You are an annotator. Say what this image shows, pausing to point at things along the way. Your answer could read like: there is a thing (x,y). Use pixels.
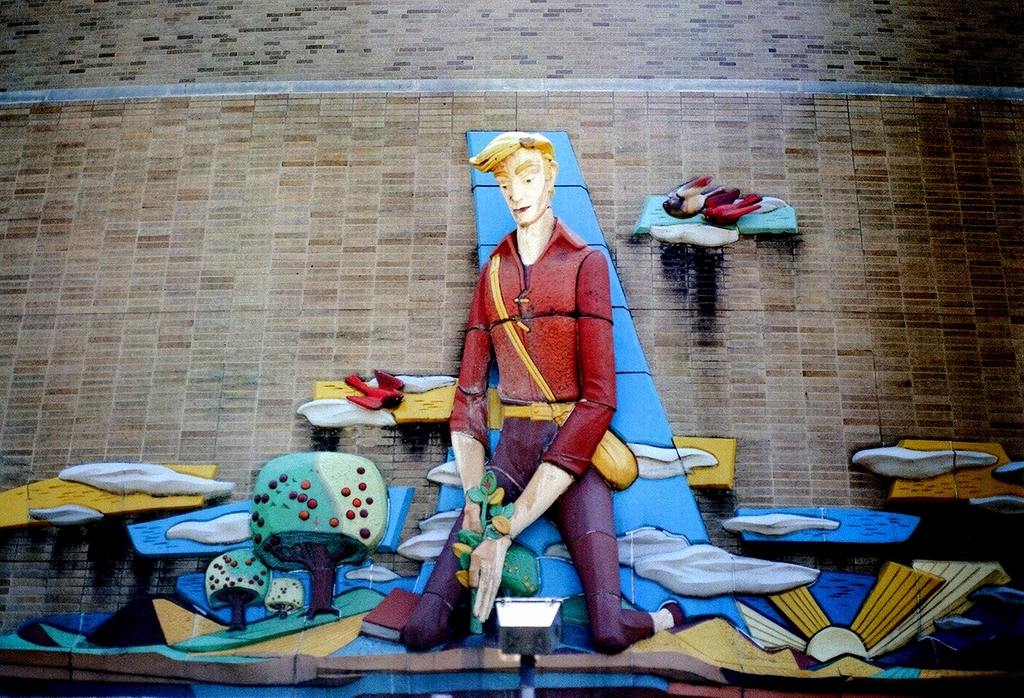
In this picture I can observe an art (470,504) on the wall (198,237). On the wall (155,220) I can observe a person (485,317). I can observe red, yellow, blue and green colors on the wall (260,233). The wall (196,207) is in cream color.
